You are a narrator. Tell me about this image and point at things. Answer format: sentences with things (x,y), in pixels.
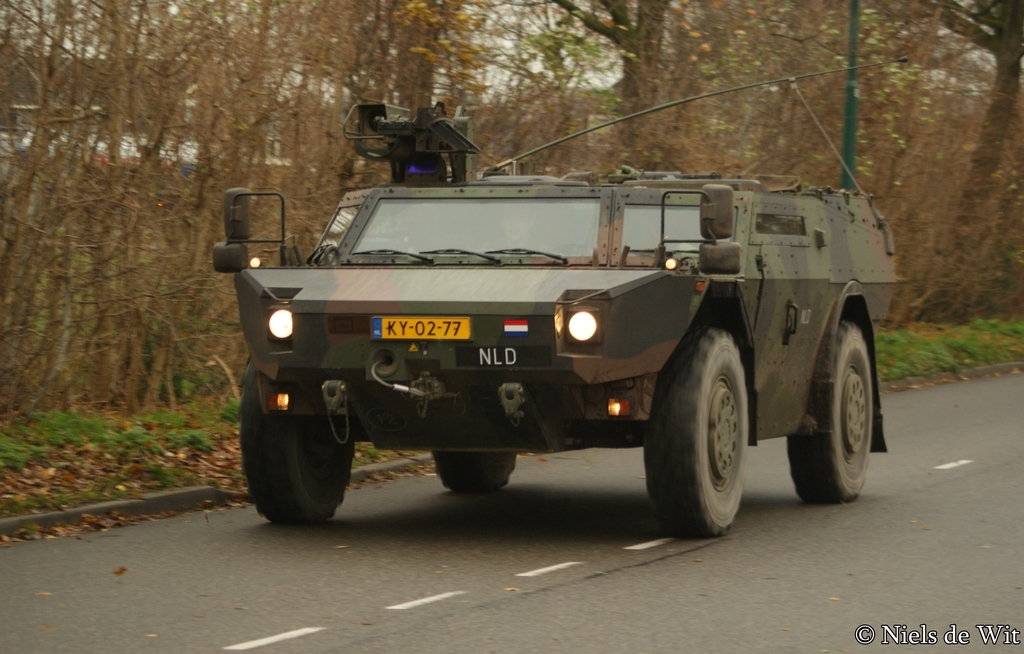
In this image, we can see a vehicle (641,397) on the road (716,549). Background (7,511) we can see plants (25,382), grass (913,337) and trees (999,137). Right side (937,639) bottom corner, we can see some text (982,633).
